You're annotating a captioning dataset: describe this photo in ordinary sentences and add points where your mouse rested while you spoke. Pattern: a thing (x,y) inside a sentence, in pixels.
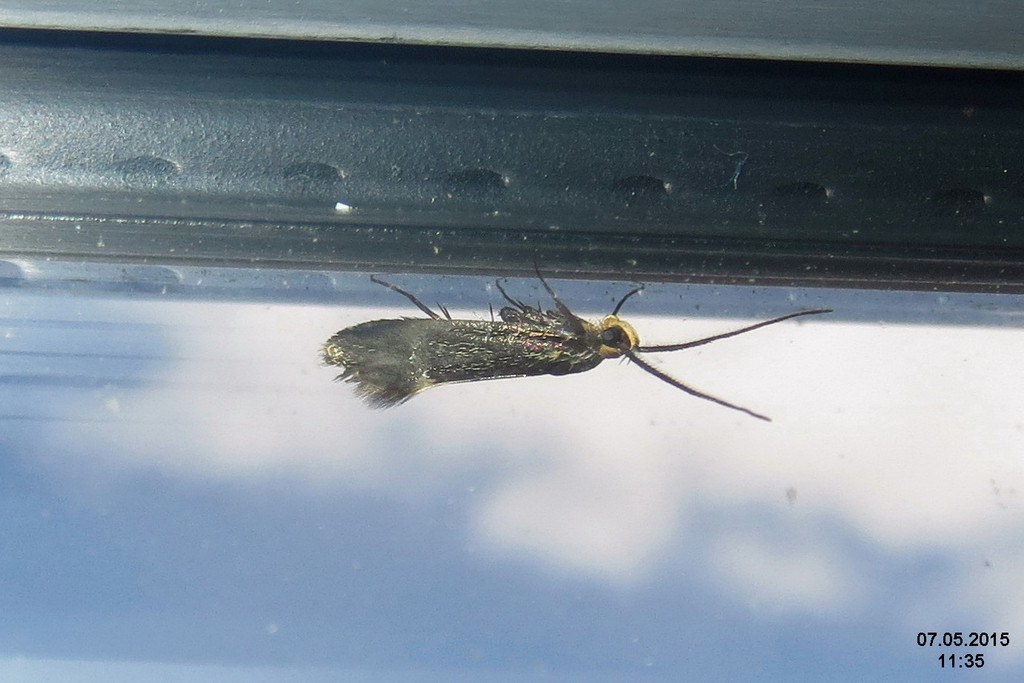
At the bottom of the image (77,523) we can see a glass window (86,333). Through the window (76,338) we can see some clouds (258,344) in the sky (258,344). In the middle of the image (519,342) we can see an insect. At the top of the image (289,227) we can see a wall (289,227).
